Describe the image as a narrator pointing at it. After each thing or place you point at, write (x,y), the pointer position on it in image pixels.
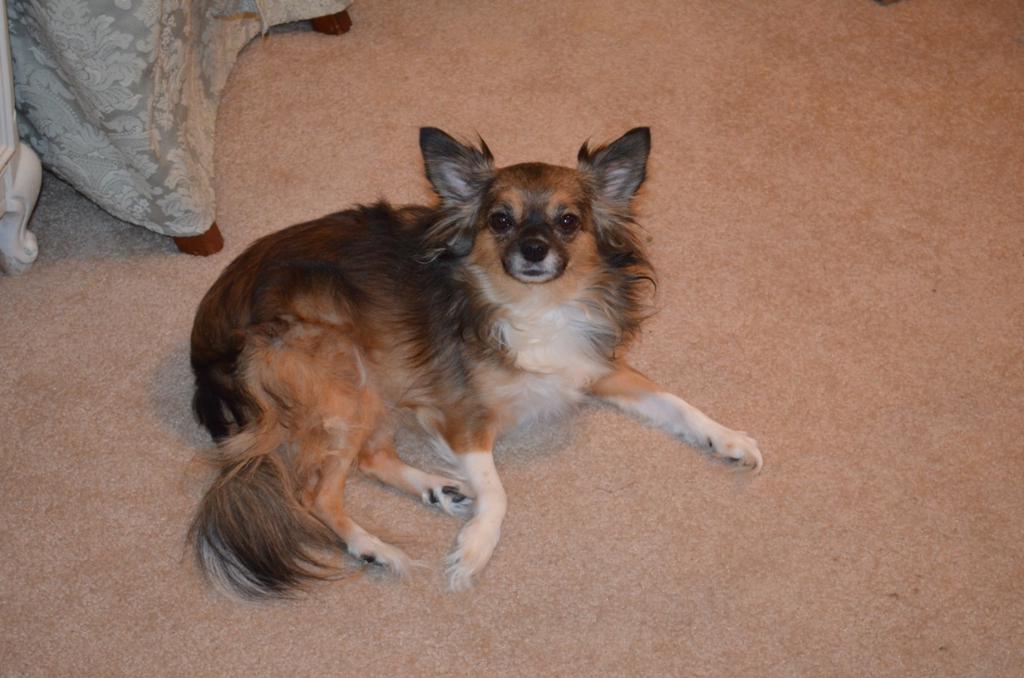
In this image I can see the dog (419,347) which is in black, brown and white color. It is on the brown color surface (687,388). To the left (120,177) I can see the cloth (104,134) which is in ash color.
